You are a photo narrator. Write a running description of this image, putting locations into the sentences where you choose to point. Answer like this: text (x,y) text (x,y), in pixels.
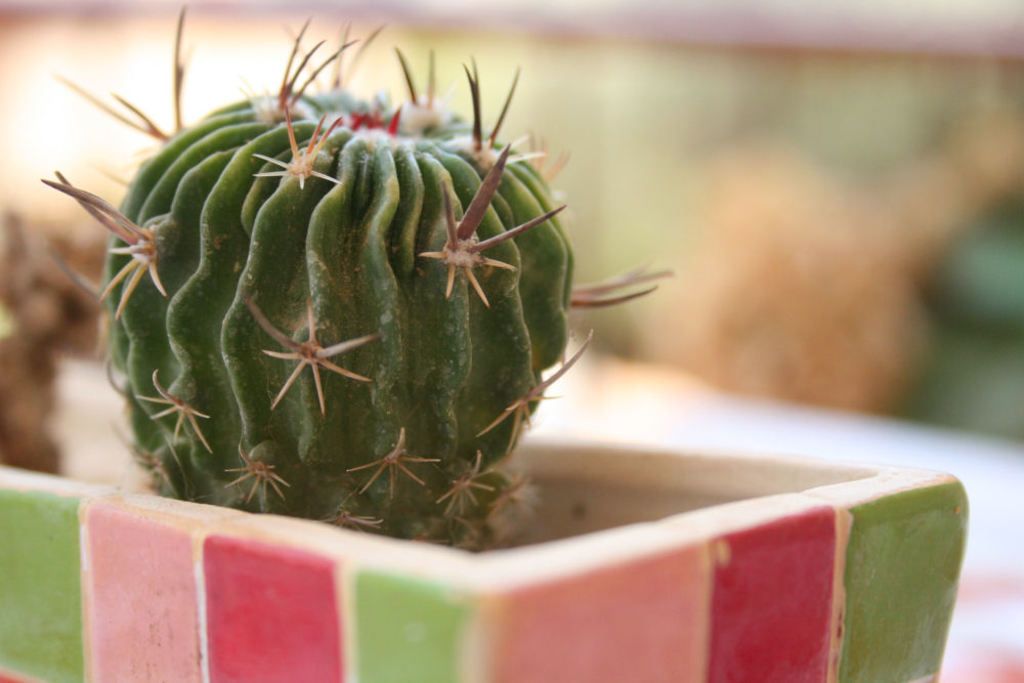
In this image we can see a cactus plant (395,520) in the flower pot (413,543).
